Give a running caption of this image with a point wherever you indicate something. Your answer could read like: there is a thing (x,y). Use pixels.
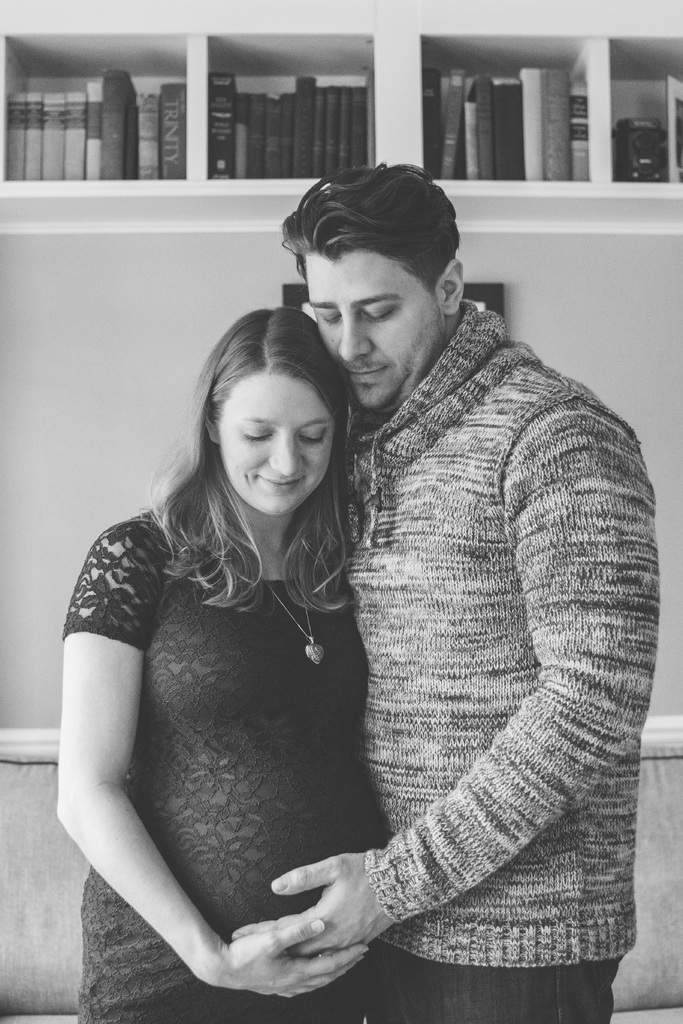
This is a black and white image. I can see the man (526,723) and woman (249,596) standing and smiling. These are the books (519,101), which are placed in the rack (613,117). Here is the wall (31,575). This looks like a couch (45,978).
